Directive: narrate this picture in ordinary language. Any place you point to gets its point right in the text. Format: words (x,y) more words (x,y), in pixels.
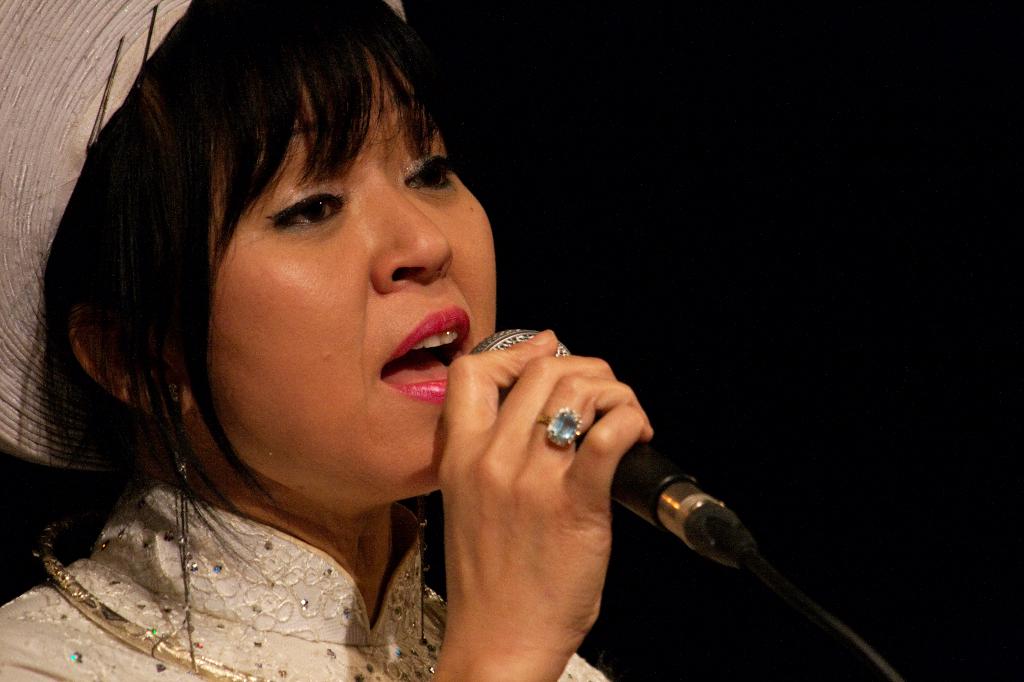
In this image we can see a lady (503,534) holding a mic (687,514). The background of the image (635,129) there is black in color.
